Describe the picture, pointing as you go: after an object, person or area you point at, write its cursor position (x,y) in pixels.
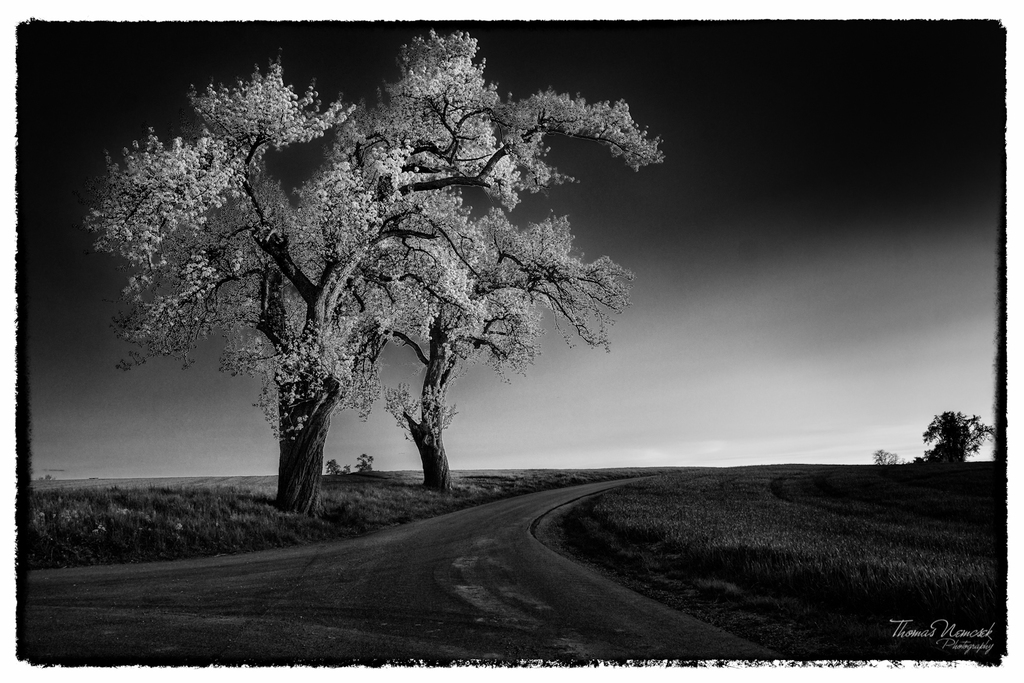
It is a black and white image, in the middle (421,254) there are trees (421,254). At the bottom (385,582) it is the road (416,580). On the right side (783,532) there is the grass (780,529), at the top (751,177) it is the sky (744,177).
